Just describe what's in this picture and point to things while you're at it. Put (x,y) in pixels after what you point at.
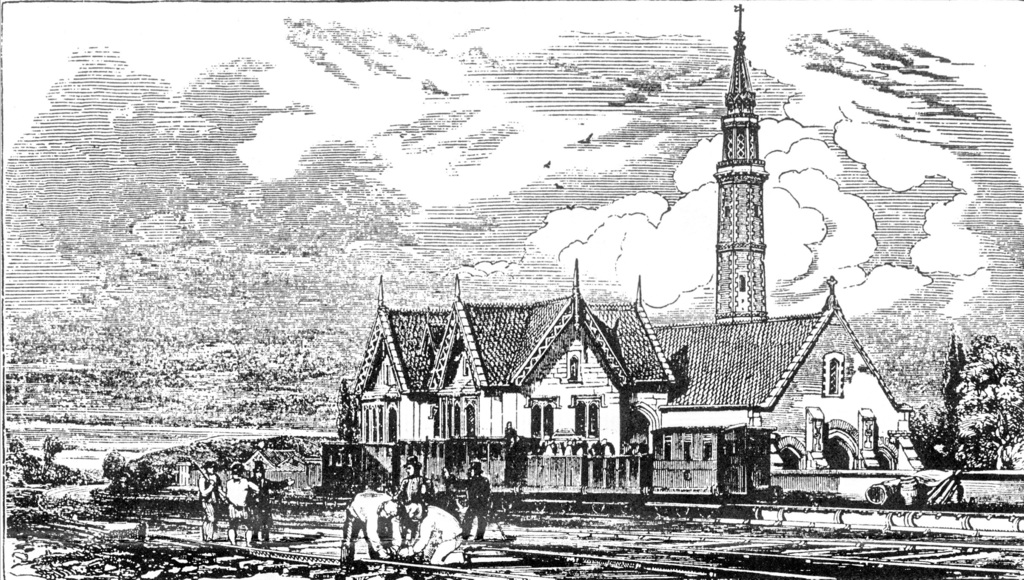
This is a black and white image, in this image in the center (606,378) there are some houses (634,413) and trees (964,381), and at the bottom (398,531) there are some people (390,524) who are walking and some of them are sitting and doing something. At the bottom (744,514) there is a road (302,548), and in the background (980,391) there are some trees (980,391).
